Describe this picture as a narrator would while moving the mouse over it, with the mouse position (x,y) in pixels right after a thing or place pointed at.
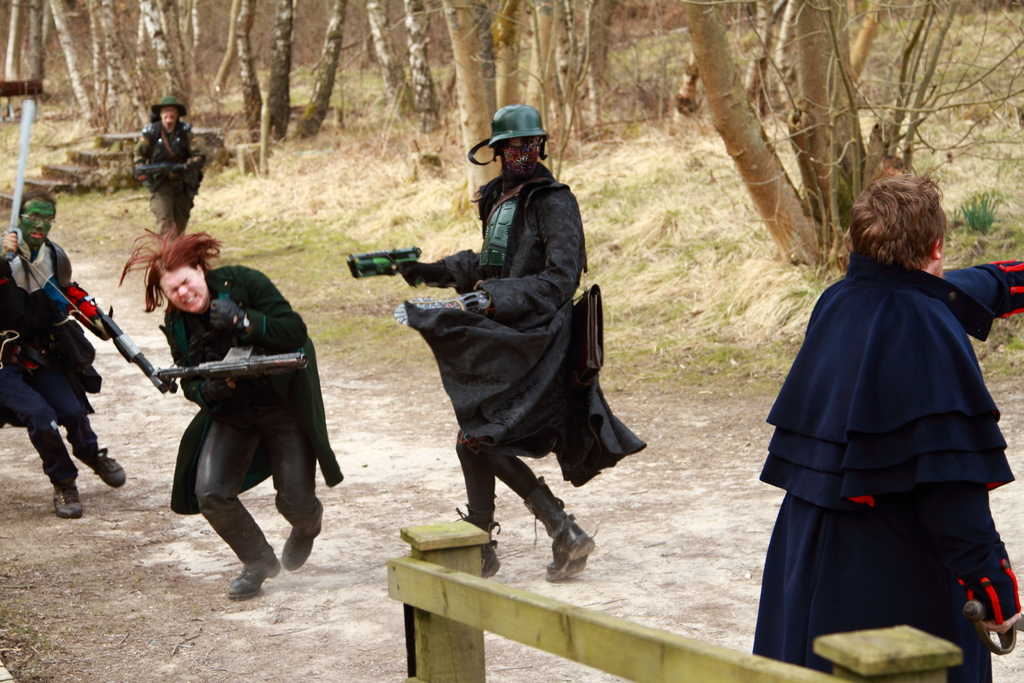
In this picture I can see there are few people (885,624) and the person (826,391) on to right (933,445) is wearing a blue dress (949,485) and holding a sword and there is a person (564,536) next to him and he is holding a gun (379,254) and wearing a mask (539,142). There is another person (216,305) next to him holding a gun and there is another person (56,275) at left (58,365) he is wearing a green mask (37,231) and holding a weapon (11,258) and there is another person (163,122) running in the backdrop (159,144) and there is grass (439,193) and there are trees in the backdrop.
